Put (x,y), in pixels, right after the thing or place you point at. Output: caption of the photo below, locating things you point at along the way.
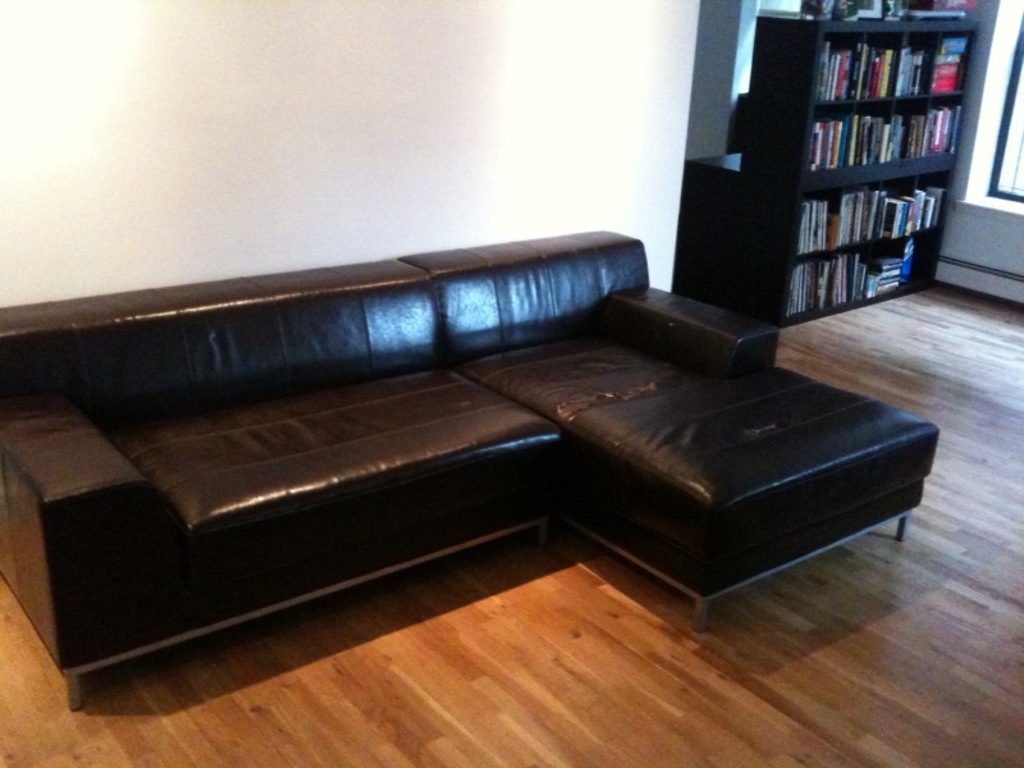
This is a picture taken in a room (901,205), this is a wooden floor (538,662) on the floor (483,673) there is a black color sofa (457,484). Background of this sofa (550,405) is a white wall (452,88) and a shelf (874,101) there are the books (895,132).
